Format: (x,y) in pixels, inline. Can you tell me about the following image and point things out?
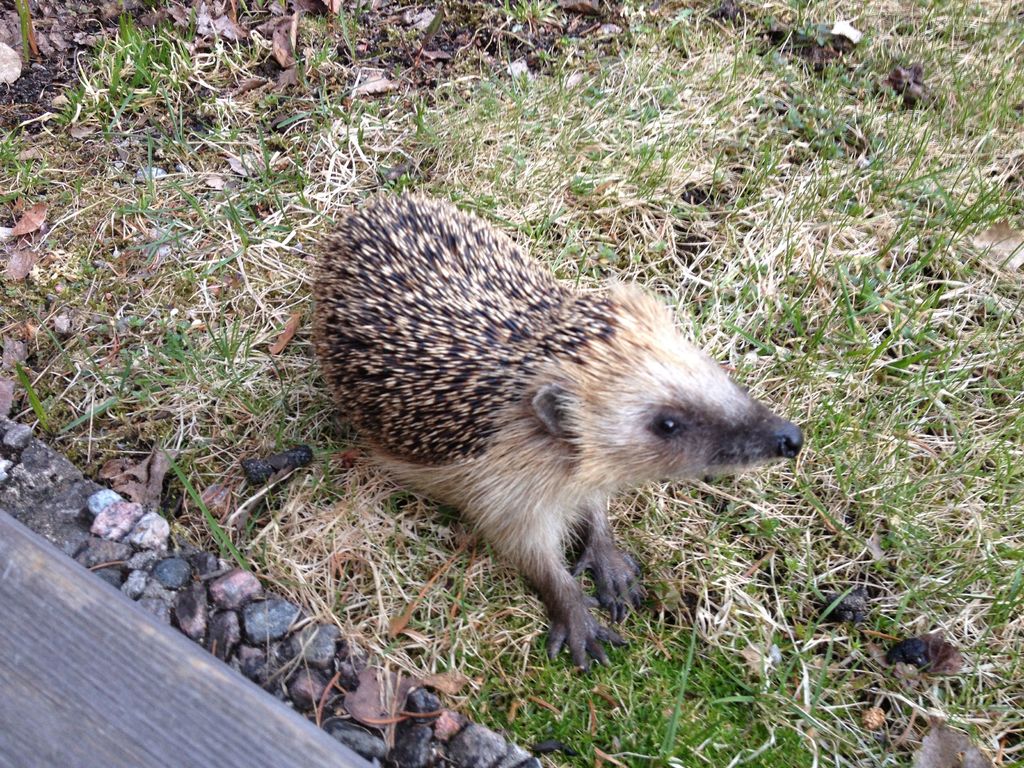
There is an animal (424,380) on the ground (565,122). There is grass (772,725) on the ground (772,725). Near to that there is a side wall (53,494) with stones (284,610).
